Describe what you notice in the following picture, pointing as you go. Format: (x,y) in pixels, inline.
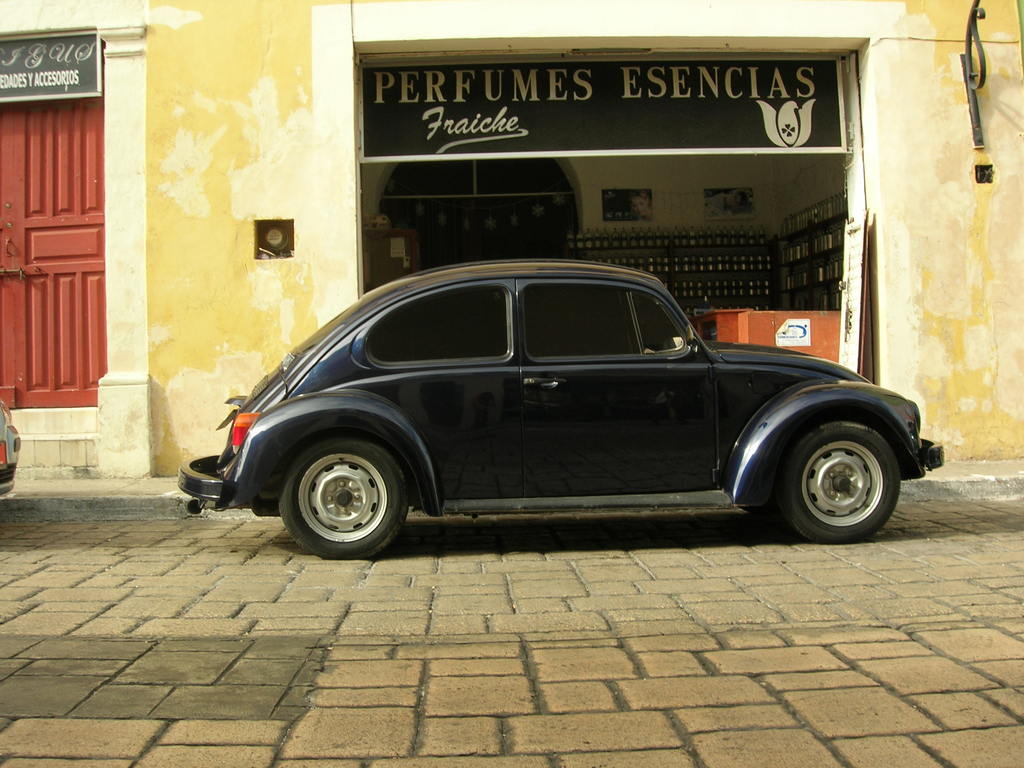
In the middle of the picture (460,501), we see a black car (692,406). At the bottom (485,552), we see the pavement (559,726). Behind the car (451,481), we see a wall (320,239) or a building (320,239) in yellow color. We see a brown table (749,341) and a rack (824,220) in which white color bottles (692,235) are placed. In the background (664,199), we see a wall (665,180) on which the photo frames (619,219) are placed. On top of the building (323,275), we see a black color board (625,138) with some text (509,136) written on it. On the left side (94,322), we see a vehicle (11,434), red door (13,228) and a white wall (126,354). We see a board (53,53) in black color with some text (71,73) written on it.
